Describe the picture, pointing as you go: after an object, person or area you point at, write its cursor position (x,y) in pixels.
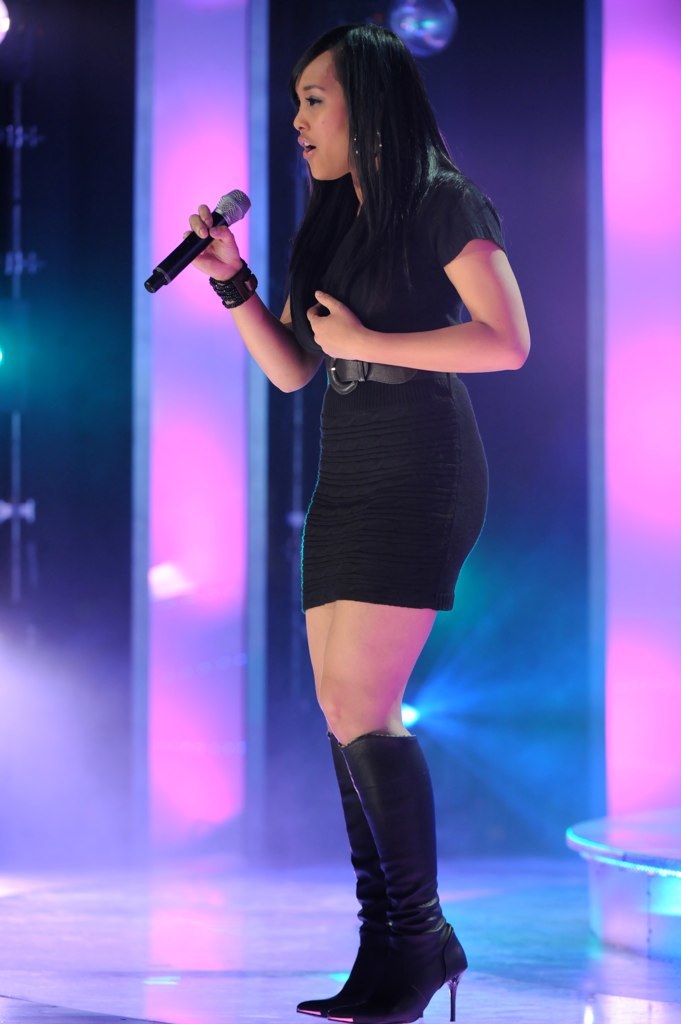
In this picture there is a woman (307,629) standing on the stage (336,899), holding a mic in her hand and singing.
